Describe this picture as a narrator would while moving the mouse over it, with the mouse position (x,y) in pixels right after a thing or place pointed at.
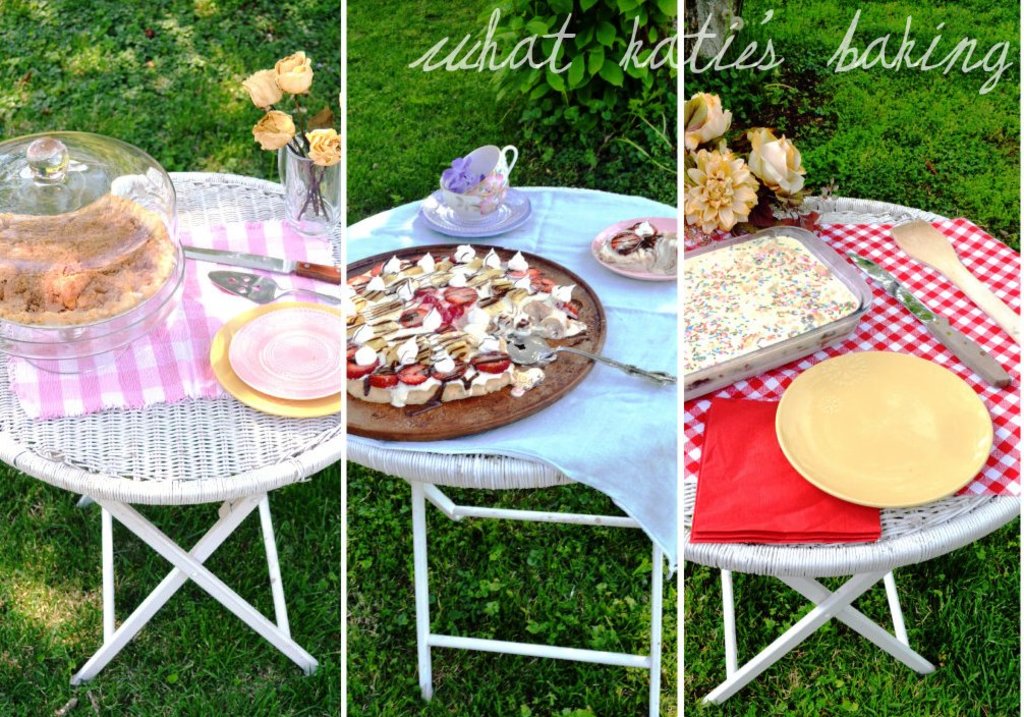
This is a collage of three image. On the first image there is a white table (156,469). On that there is a towel (159,361), plate (223,329), glass (301,170) with flowers (286,135) and food item (79,276) on a vessel (61,330). On the ground (179,673) there are grasses (178,632). On the second image there is a white table (464,462). On that there is a white cloth (557,427), food item (483,355) in a tray (544,389), cup (485,194) and saucer (496,228) and a plate (635,257) with food item (642,248). On the ground (508,563) there are grasses (505,599). On the third image there is a table (909,535) with cloth (1010,480) on that. Also there is a plate (841,472), red color napkins (780,510), knife (935,324), spoon (942,249), flowers (776,173) and tray (788,348) with food item (777,318). On the ground (839,670) there are grasses (936,630). And something is written on the image.
